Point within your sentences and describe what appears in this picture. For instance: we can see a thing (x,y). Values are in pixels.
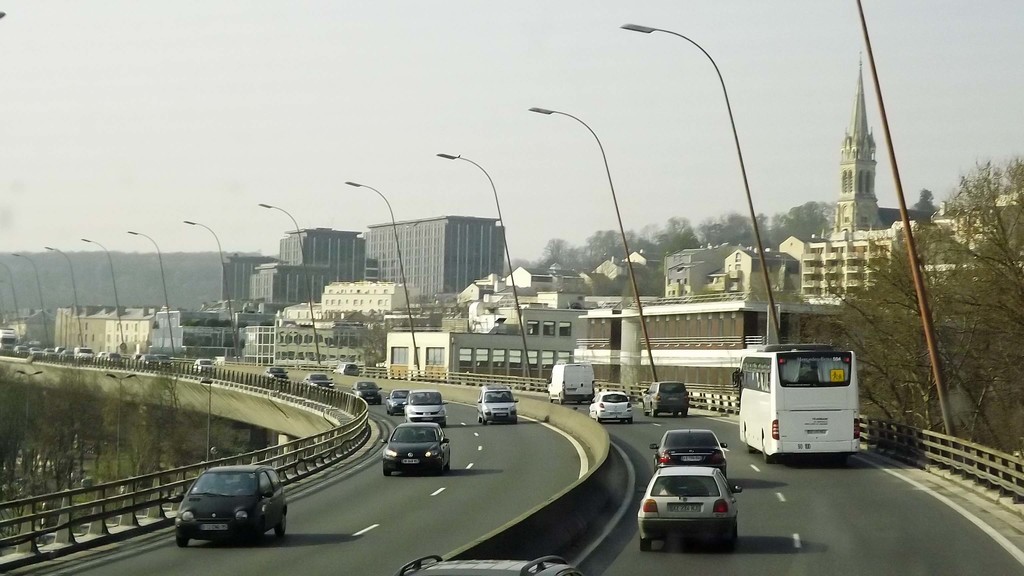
This is the picture city. In this image there are vehicles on the road (804,467) and there is a railing (394,376) on both sides of the road (953,561). At the back (313,273) there are buildings (486,367), trees (954,328) and poles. At the top (365,119) there is sky (490,109). At the bottom (542,478) there is a road (539,438) and there is grass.
